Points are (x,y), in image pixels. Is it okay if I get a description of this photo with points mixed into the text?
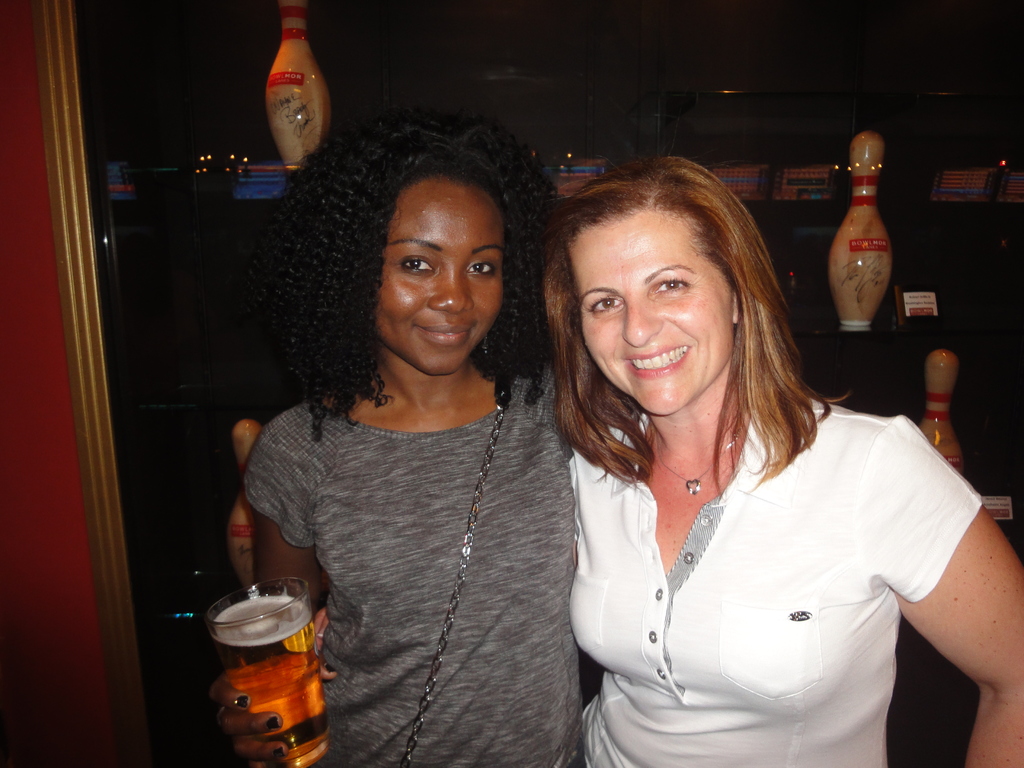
In this picture we can see two women (567,496) both are smiling and one is holding glass (278,648) with drink (312,665) in it in her hands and in background (317,110) we can see bowling pins (281,135).
